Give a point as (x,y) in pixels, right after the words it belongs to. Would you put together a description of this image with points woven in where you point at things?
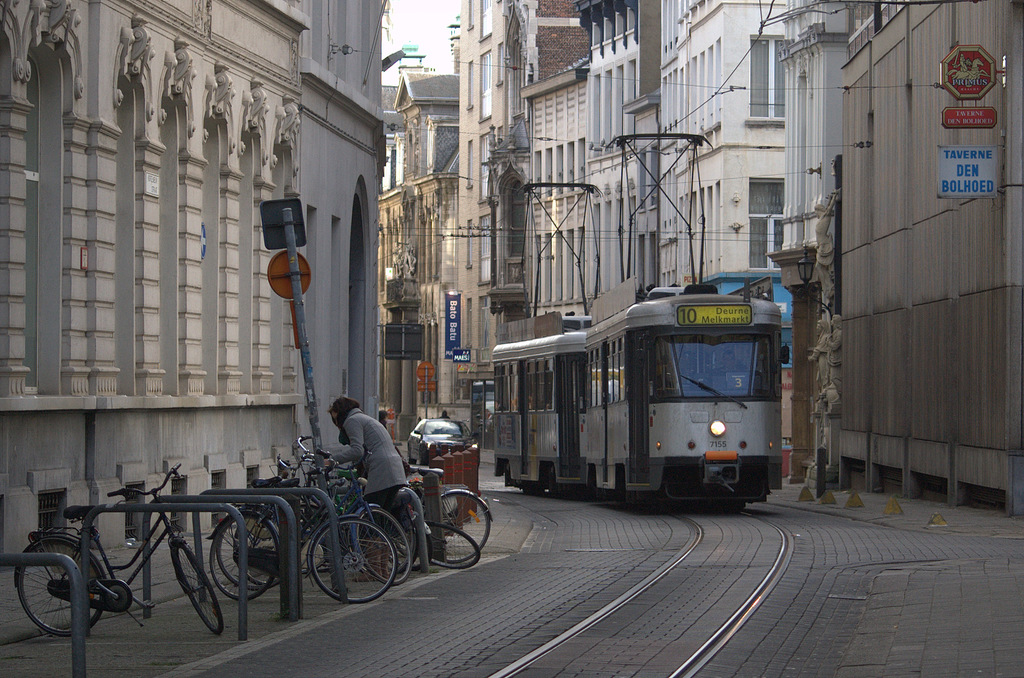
In this image we can see few persons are in the train (616,384) on the track (624,608). On the left side (242,574) we can see bicycles (222,577), rods (234,494) and a person (393,448). In the background (504,127) we can see buildings (760,135), statues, hoardings (452,312), windows (485,273), rods (538,270) and the sky (413,4).
